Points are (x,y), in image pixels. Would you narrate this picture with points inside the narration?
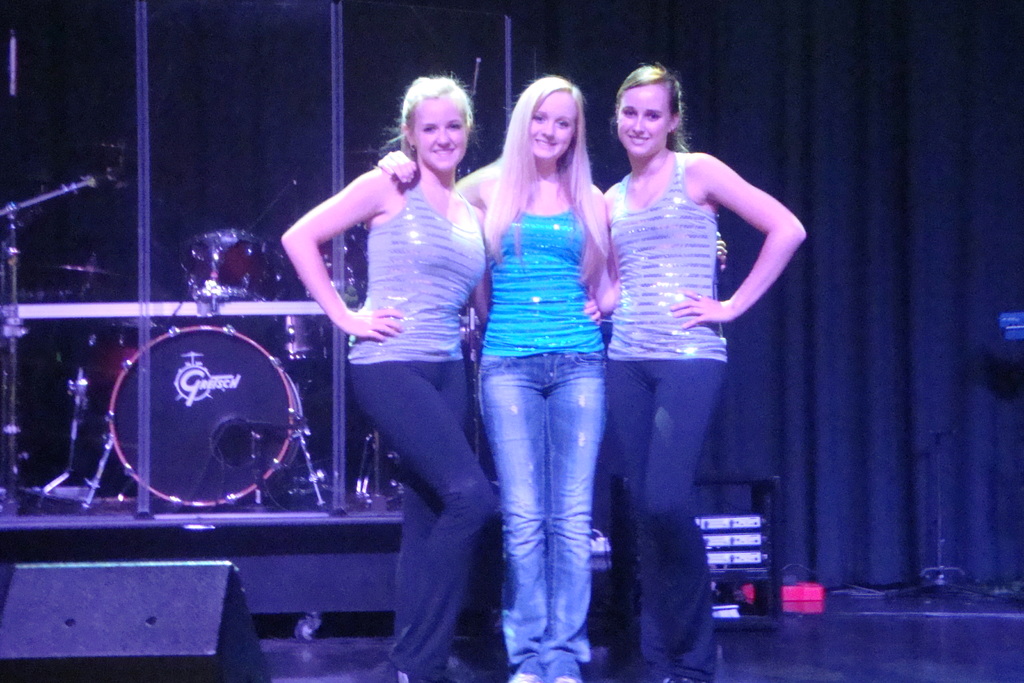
In this image there are three women (515,191) standing on the floor (744,641). They are smiling. Behind them there are microphones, drums (223,414) and drum stands (363,446). In the background (240,70) there is a curtain (685,51) to the wall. In the bottom left (98,619) there is a box (194,603) on the floor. There is another box (764,512) near to the curtain (766,474).
